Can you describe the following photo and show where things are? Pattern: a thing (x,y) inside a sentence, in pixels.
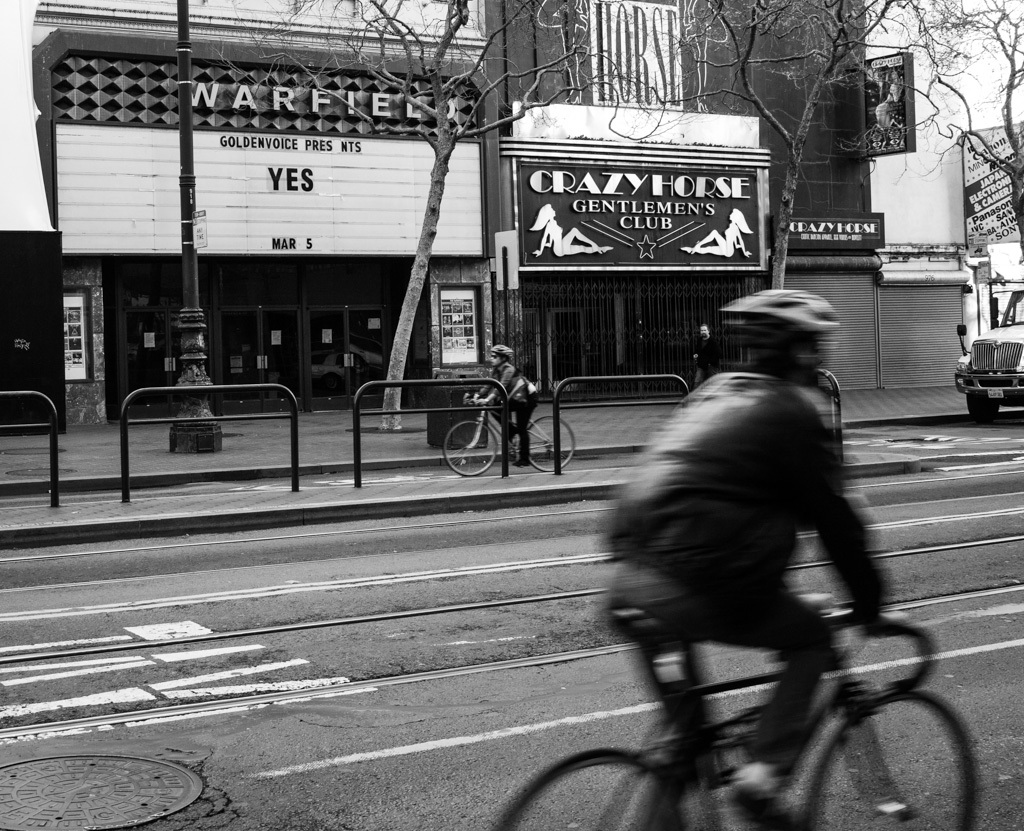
There is a man (815,522) who is riding his bicycle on road (825,560) and he is also wearing his helmet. We can see a person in middle (527,394) who is riding his bicycle (537,436) and he was also wearing glasses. We can see a person (707,347) who is walking on foot path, there is a pole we can also see trees (437,162) without any leaves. There is a vehicle (1021,291) on right side (1023,298), we can see hoarding (981,234). In the background (982,203) there is a building (351,343), doors (318,341) and some board (547,221).
